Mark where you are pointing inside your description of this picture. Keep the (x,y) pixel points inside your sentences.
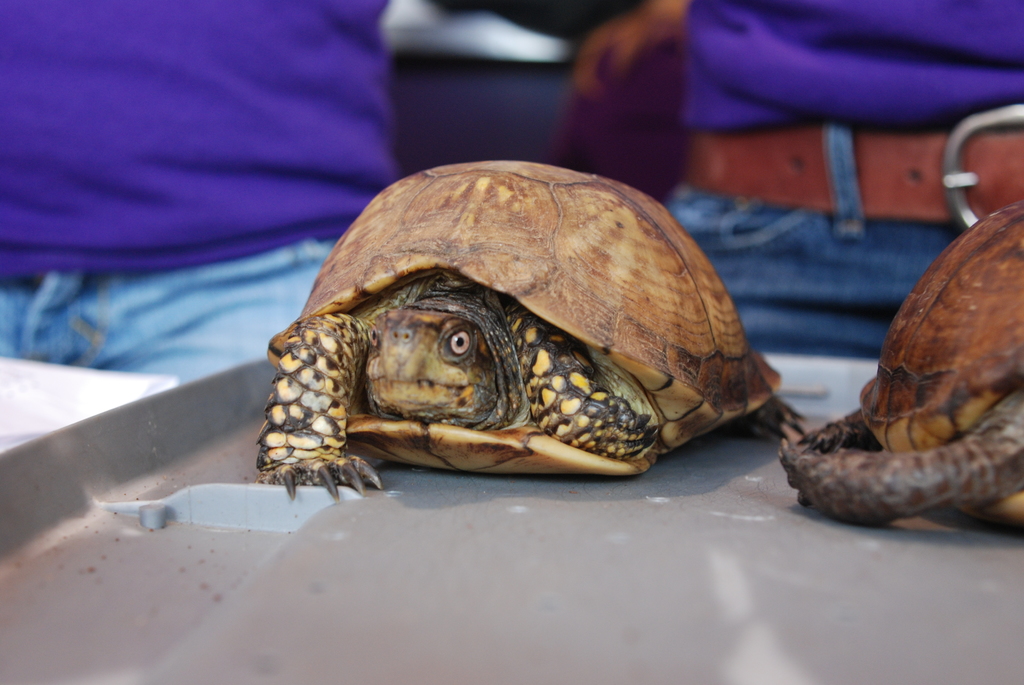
In this picture we can see two turtles (762,384) in the front (862,395), in the background (238,103) there are two persons (265,91), a person (749,97) on the right side (903,134) is wearing a belt (886,154).
